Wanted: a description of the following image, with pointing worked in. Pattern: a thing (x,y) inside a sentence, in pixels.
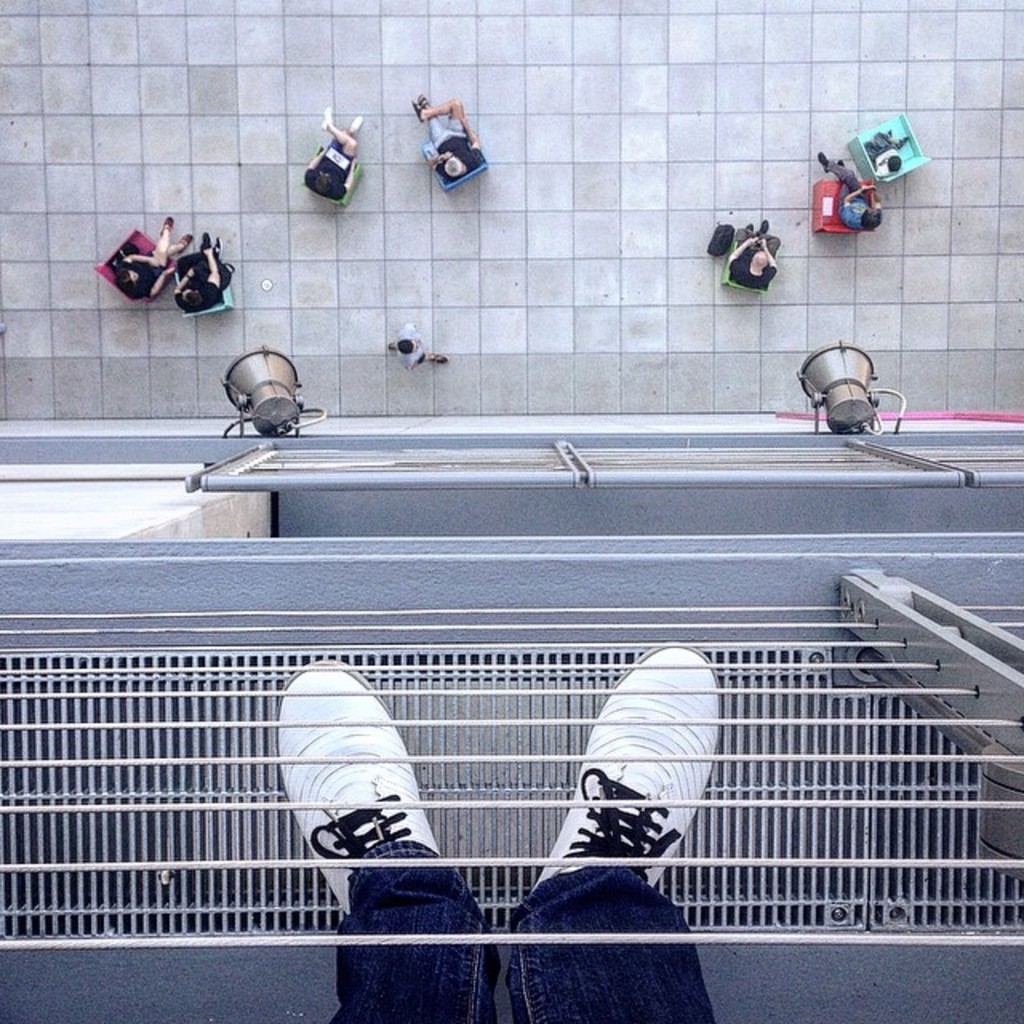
At the bottom of the image (567,909) we can see human legs (601,955), shoes (331,794), fences (915,653) and a few other objects (827,731). In the background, we can see one person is standing and a few people (757,262) are sitting on the chairs (749,286). And we can see one building (653,487), fences (669,483) and a few other objects (253,366).
